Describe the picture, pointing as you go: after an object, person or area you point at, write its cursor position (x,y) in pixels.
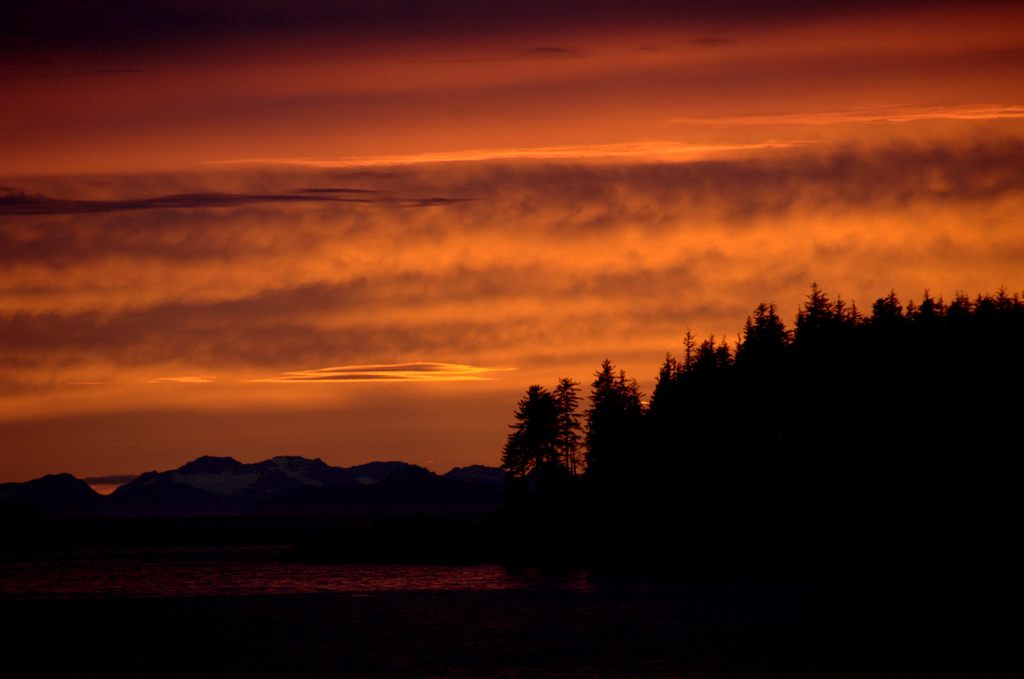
In the picture I can see trees (703,478). In the background (348,275) I can see the sky (410,257).
